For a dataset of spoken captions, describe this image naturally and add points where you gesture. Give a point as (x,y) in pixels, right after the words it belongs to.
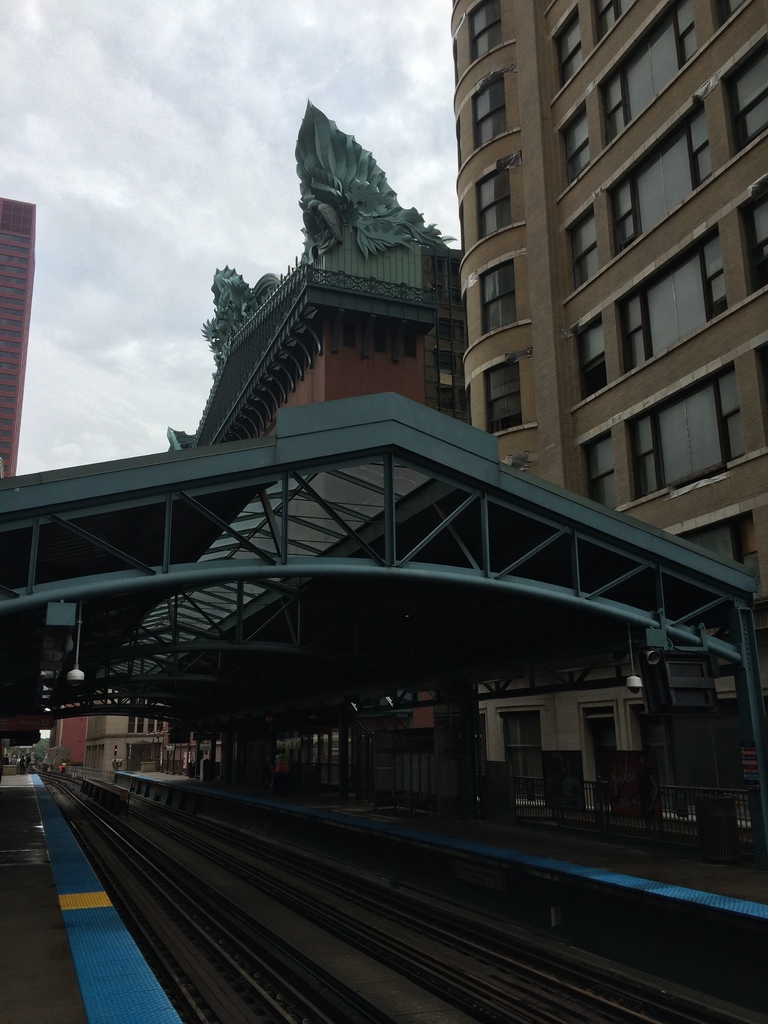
At the bottom of this image (197,886) I can see the railway tracks (280,956). On the both sides I can see the platforms (576,852). In the middle of the image (328,674) there is a shed (330,555). At the top of the image (493,178) I can see the buildings (344,310) and sky (139,132).
